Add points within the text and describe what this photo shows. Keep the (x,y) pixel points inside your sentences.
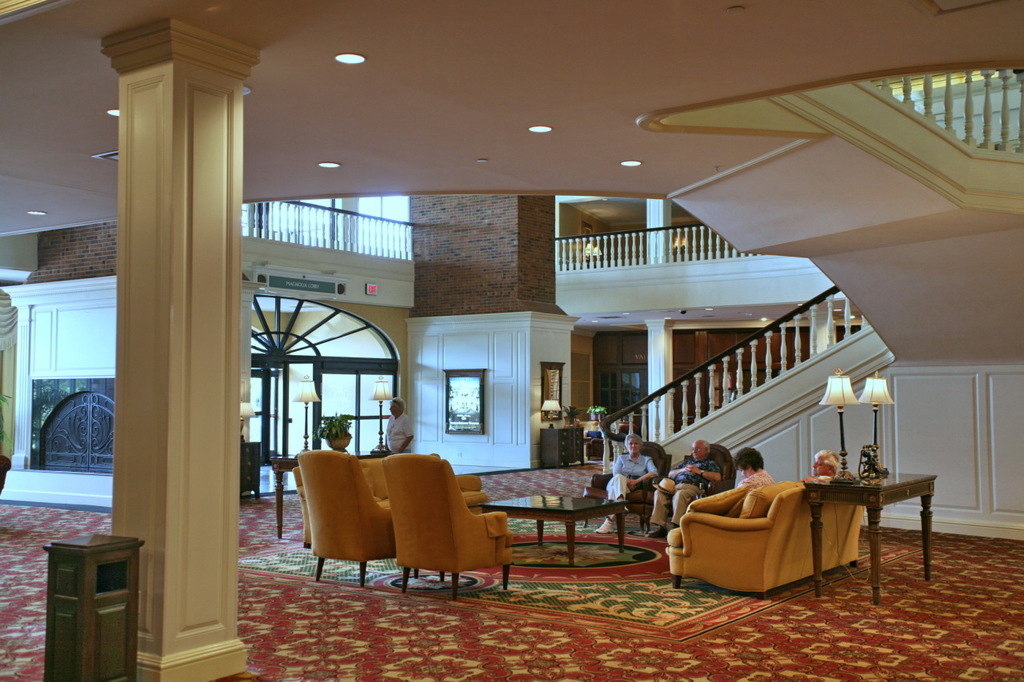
This is a building (182,393). In a room (152,428) there are few people (702,479) sitting on the chair (648,483) at the table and a person (399,436) standing at the lamp (377,400). We can see frames (466,387), table (872,494), staircase (896,252), fence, pillar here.
